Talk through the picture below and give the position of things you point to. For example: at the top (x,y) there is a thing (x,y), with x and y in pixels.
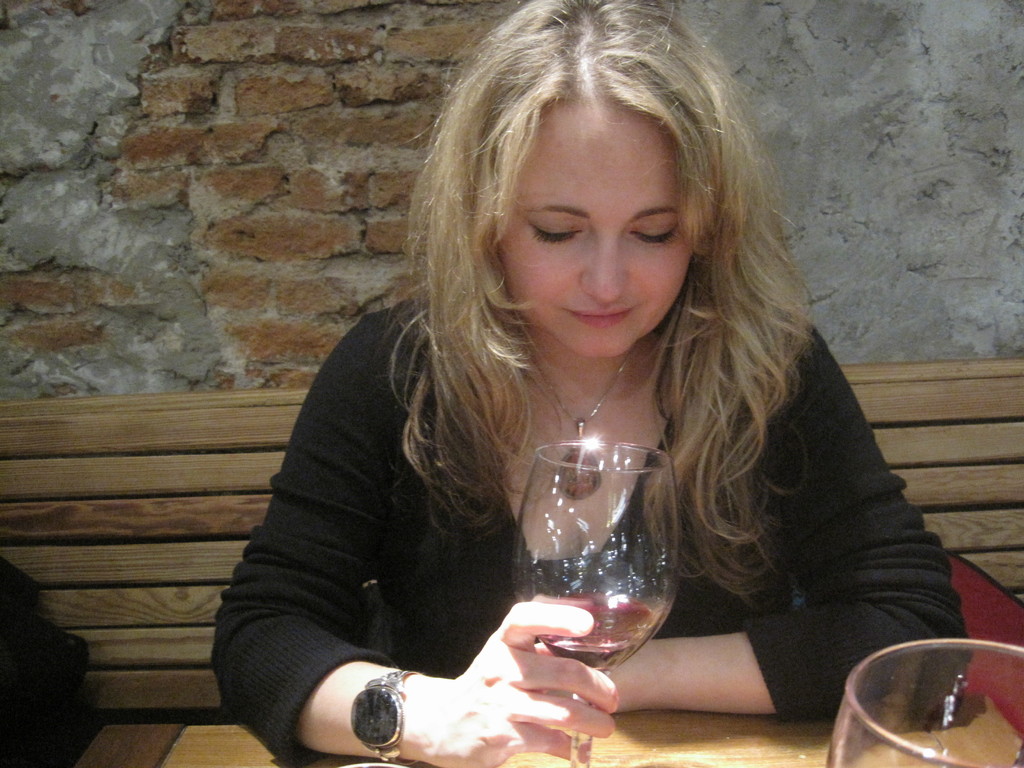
In this picture we can see a woman (718,345) who is holding a glass (568,575) with her hand (560,720). This is table (708,741). On the background (816,156) there is a wall (875,139).
